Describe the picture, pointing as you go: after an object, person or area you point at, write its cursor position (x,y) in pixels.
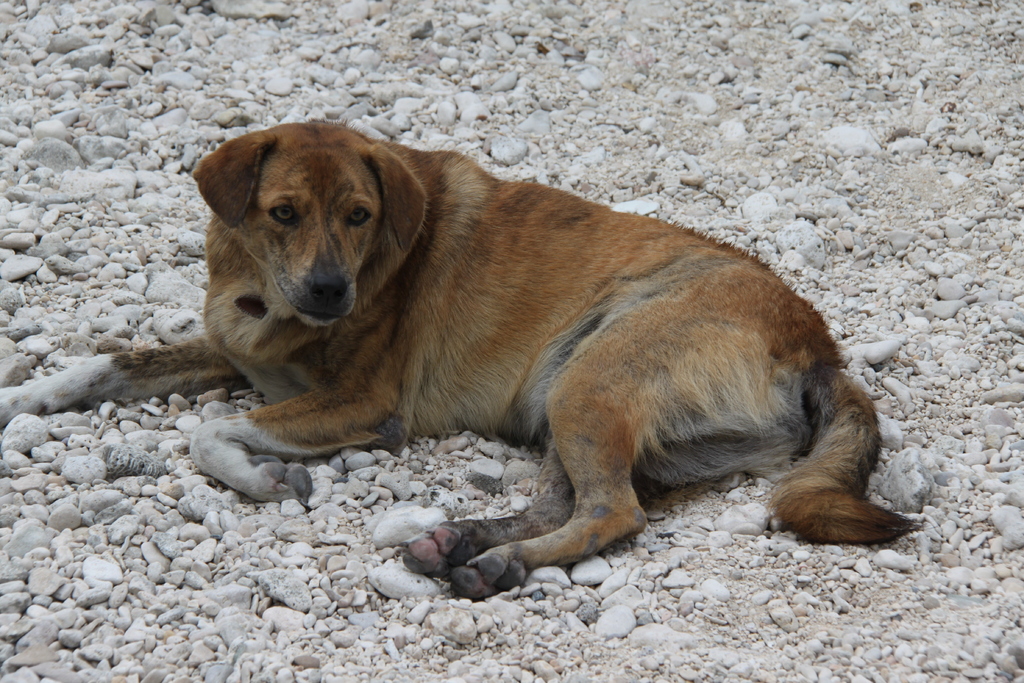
In this picture we can see a dog (418,349) is lying on the stones (714,593).
